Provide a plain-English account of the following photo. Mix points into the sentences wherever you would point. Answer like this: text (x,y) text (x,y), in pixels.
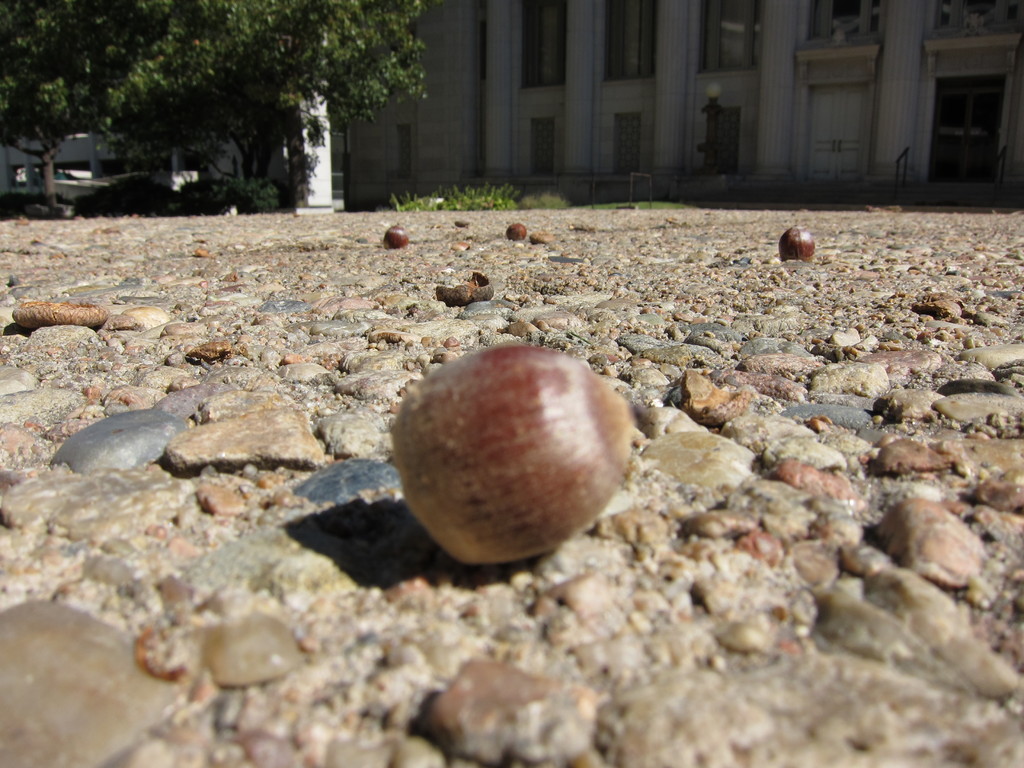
In this picture I can see there are few fruits (448,409) on the floor (434,336), there are few rocks (593,299), a tree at the left side (308,47) backdrop, there is a building (486,75) and it has windows (620,124) and doors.
